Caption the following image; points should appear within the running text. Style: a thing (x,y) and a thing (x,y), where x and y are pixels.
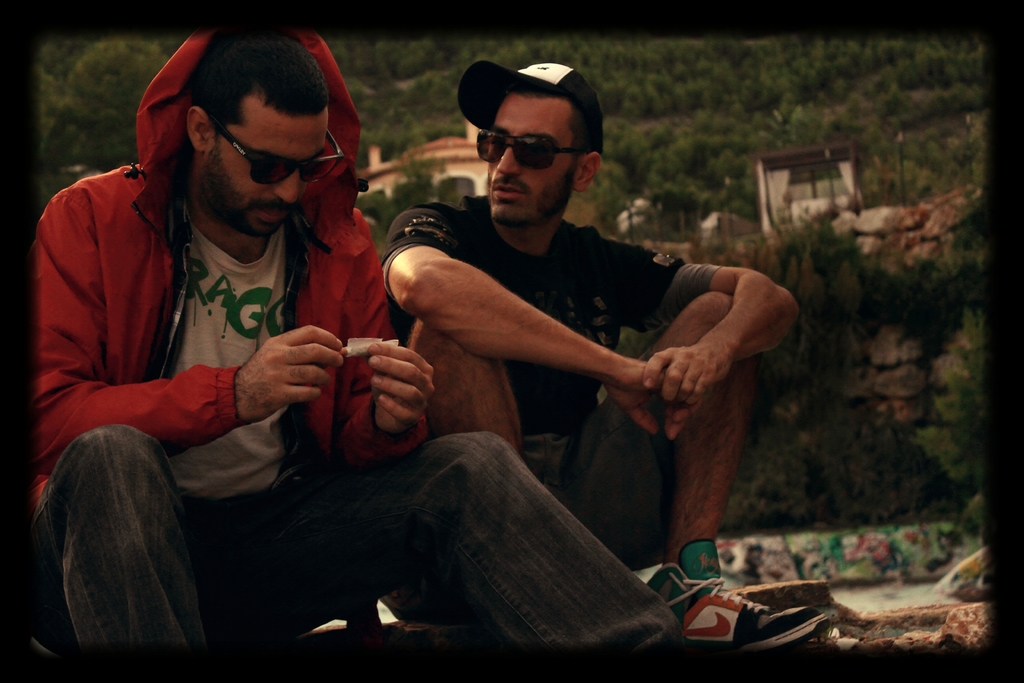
In the center of the image (486,393) we can see two persons (544,399) are sitting and they are wearing glasses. Among them, we can see one person (459,459) is holding some object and he is wearing a jacket (137,179) and the other person (576,401) is wearing a cap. In the background (865,282), we can see trees (768,98), buildings (446,144), stones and a few other objects (916,570). And we can see the black color border (78,20) around the image.
